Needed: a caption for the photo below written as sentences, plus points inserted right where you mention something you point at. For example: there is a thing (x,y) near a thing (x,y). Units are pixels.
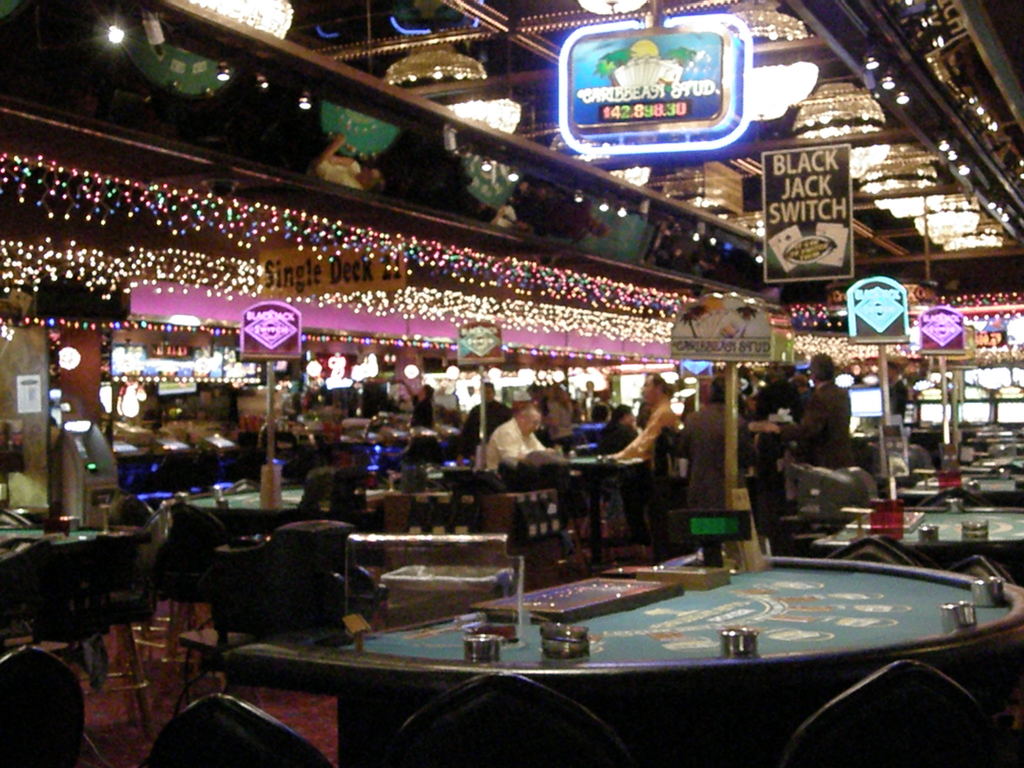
Here in the front (791,569) we can see a casino table (364,696) and there are chairs (194,565) and tables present here and there and there are people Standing and sitting, there are lights (352,237) all over the place, there are hoardings (673,122) and there are chandeliers (912,171) present.
